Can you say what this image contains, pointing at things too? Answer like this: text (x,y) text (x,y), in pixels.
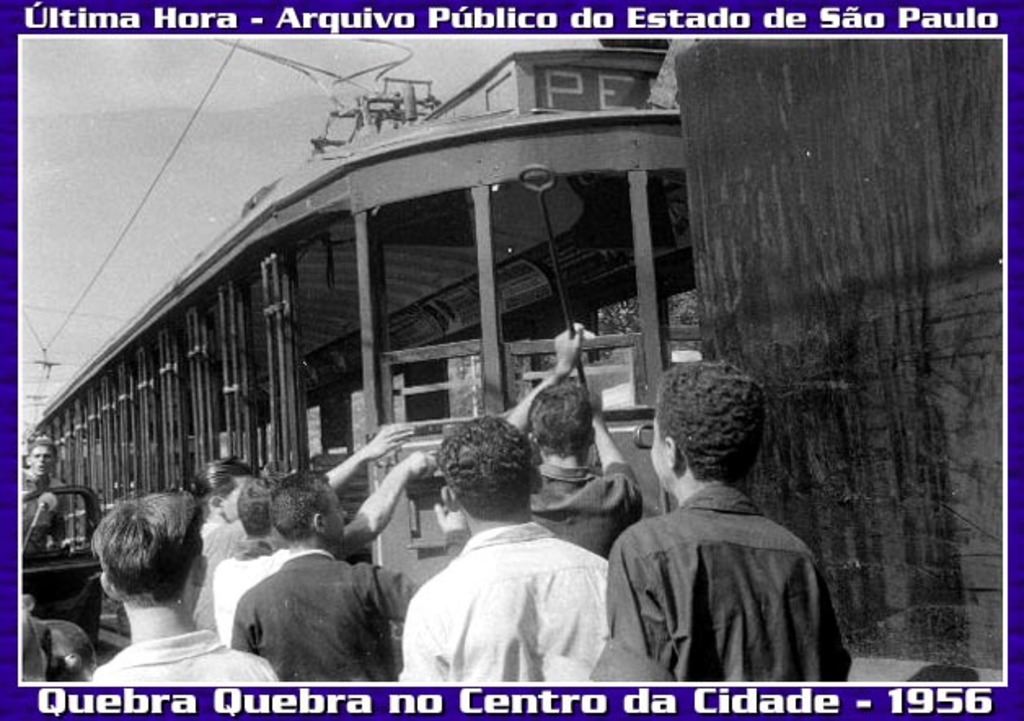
In the image we can see black and white picture of people (523,518) wearing clothes (495,530) and vehicle (88,527). Here we can see electric wires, metal rod (543,218) and the sky (259,44).
